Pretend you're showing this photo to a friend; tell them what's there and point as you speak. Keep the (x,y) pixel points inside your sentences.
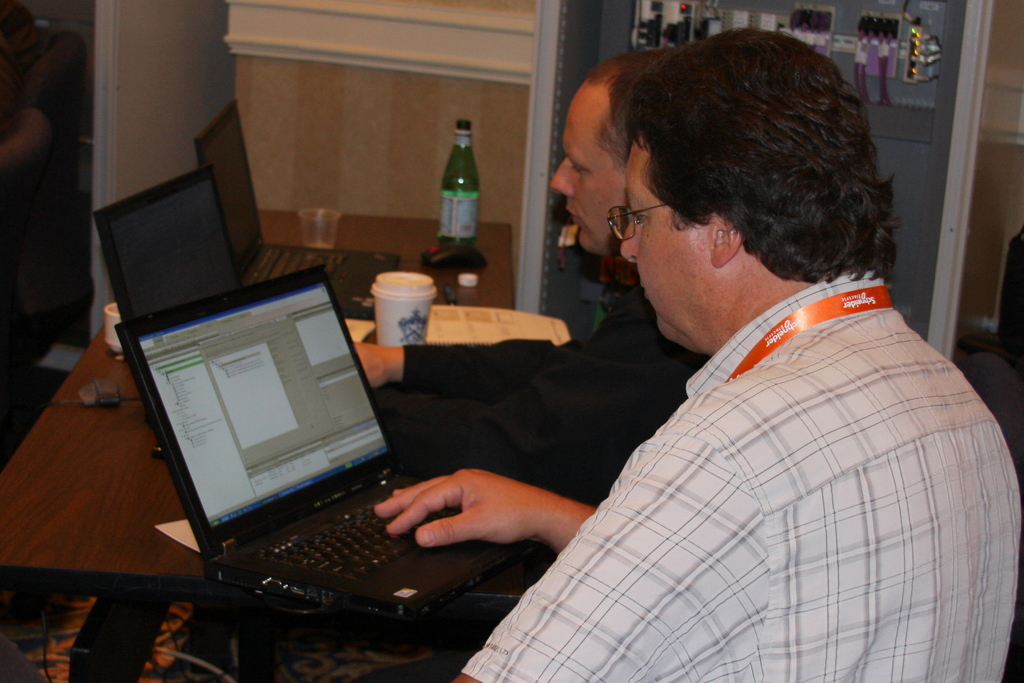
In the image we can see there are people (654,383) wearing clothes (585,436), this person (652,290) is wearing identity card (809,316) and spectacles (628,220). In front of them there are systems (199,426), this is a table (128,555), carpet (161,654), glass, mouse (443,251), bottle cap (470,285) and bottle (462,177). This is a cable wire (134,399) and other object (863,55).
